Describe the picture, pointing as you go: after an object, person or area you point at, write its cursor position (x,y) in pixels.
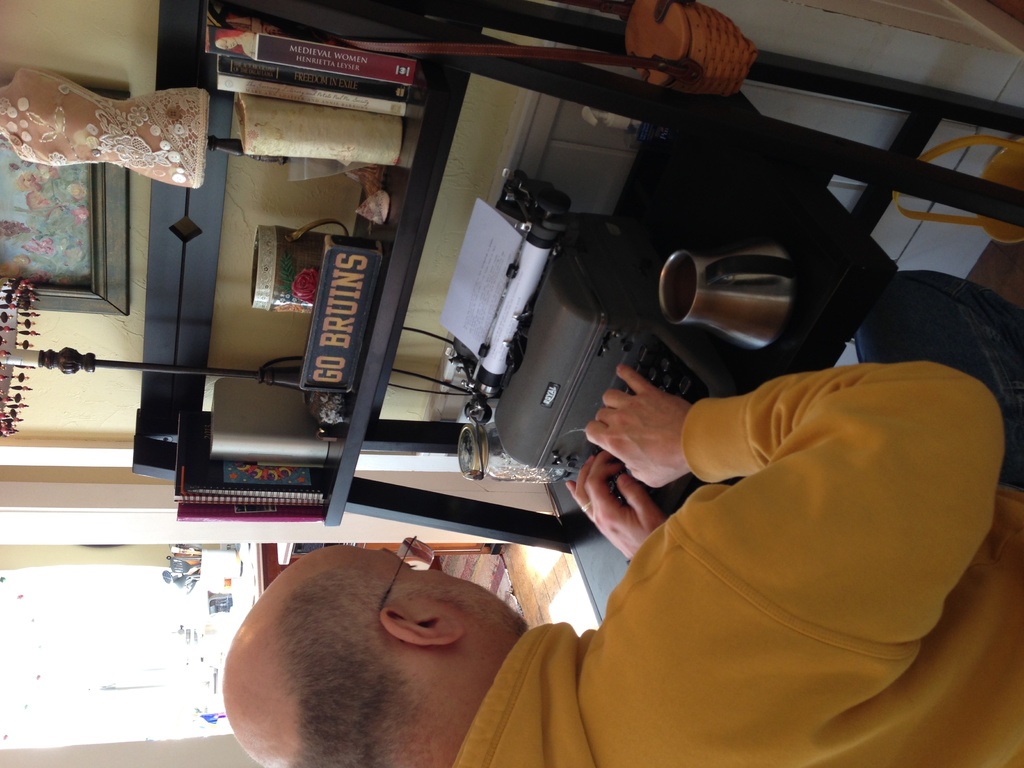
This is a rotated image. In this image there is a person (589,489) sitting and typing with the typing machine (558,351), which is on the table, beside the machine (684,383), there is a jar (765,292) and there are few more objects (276,268) on the rack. There is a frame (92,225) hanging on the wall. On the bottom left side of the image (181,629) there is a platform (246,590) with some utensils (175,558) on top of it.
